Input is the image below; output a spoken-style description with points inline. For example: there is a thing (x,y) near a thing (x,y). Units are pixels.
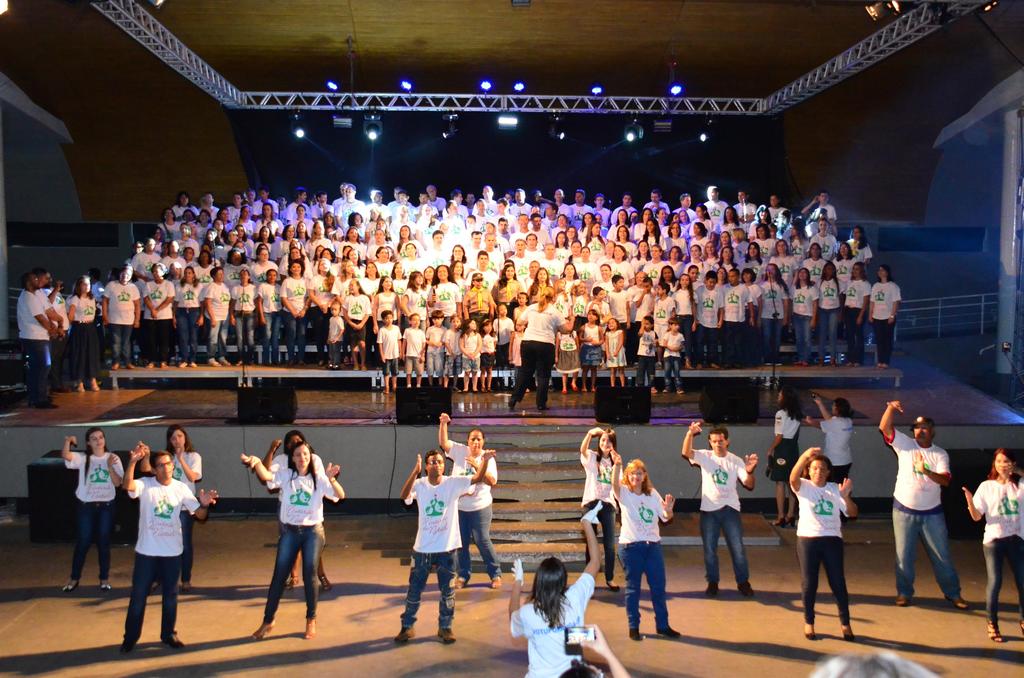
Here we can see group of people (622,353) standing on the stage (750,369) and there are few persons (411,630) dancing on the floor (702,604). In the background (368,115) we can see lights (633,133) and a pole (1003,284).
